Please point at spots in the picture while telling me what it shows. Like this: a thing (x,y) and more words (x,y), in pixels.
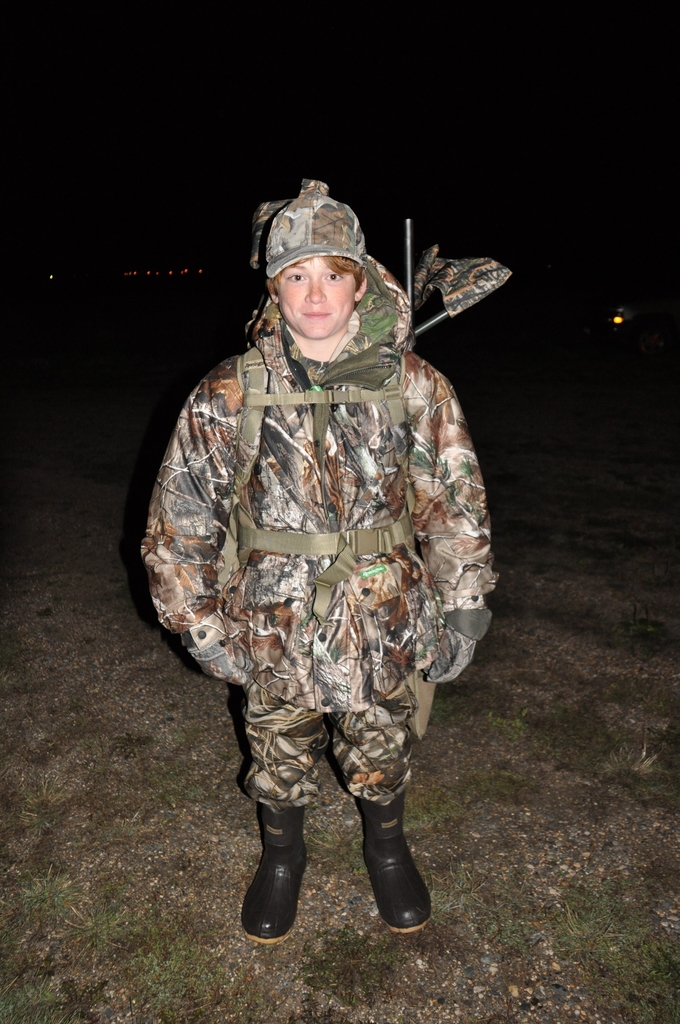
In the picture I can see a boy (213,519) is standing on the ground (192,670). The boy (171,525) is wearing a uniform (290,355) and some other objects (309,550). The background of the image is dark.
